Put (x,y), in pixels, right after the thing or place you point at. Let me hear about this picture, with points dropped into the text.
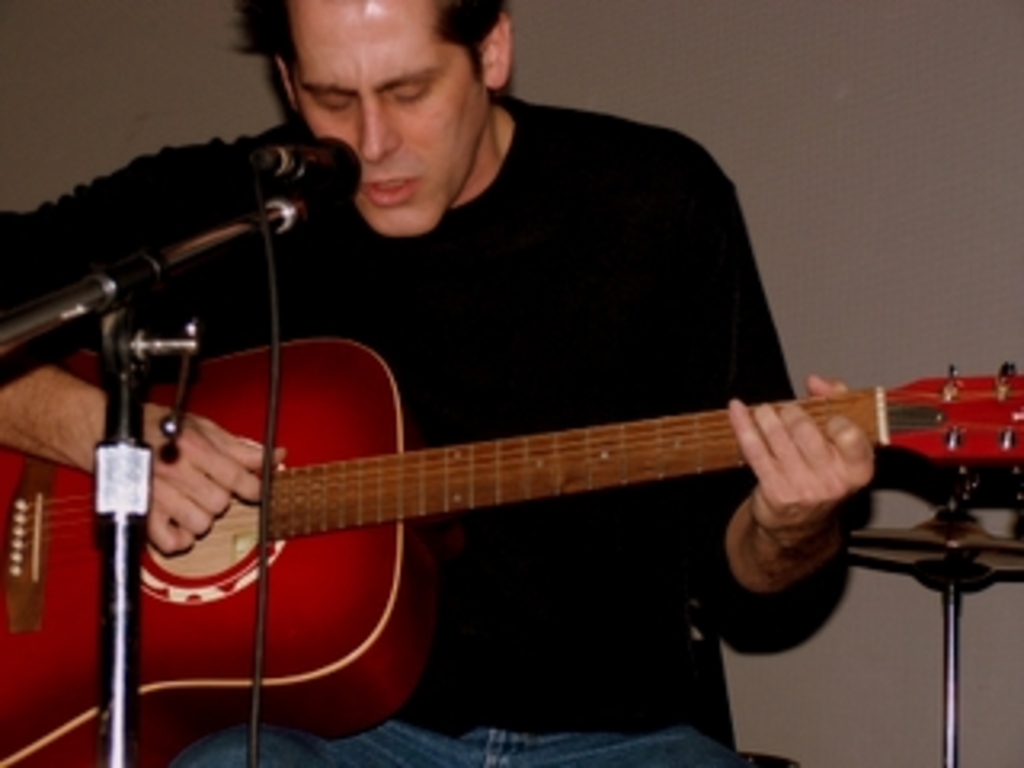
As we can see in the image there is a man (459,59) holding guitar (491,471). In front of him there is a mic (142,275).
